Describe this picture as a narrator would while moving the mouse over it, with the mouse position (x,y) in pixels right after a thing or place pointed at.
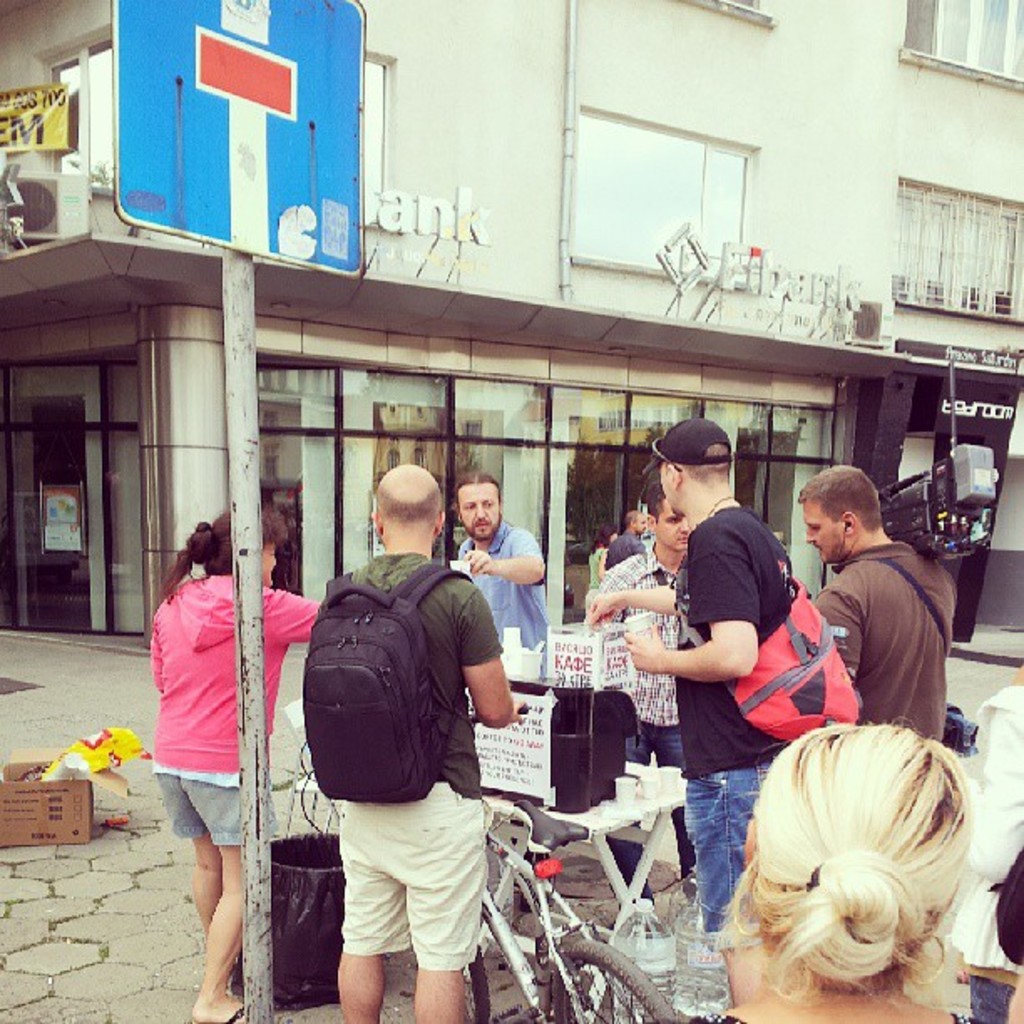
These persons (502,524) are standing. These 2 persons (757,548) wore bags (760,677). This is pole (251,504) with board (251,135). This is a building (685,168) with windows (688,188). On floor (180,901) there is a bin (276,852) and cardboard box (74,804). On this table (671,817) there are things (616,765). Beside this man (428,848) there is a bicycle (509,855). This man (879,702) is holding a camera (942,519).
